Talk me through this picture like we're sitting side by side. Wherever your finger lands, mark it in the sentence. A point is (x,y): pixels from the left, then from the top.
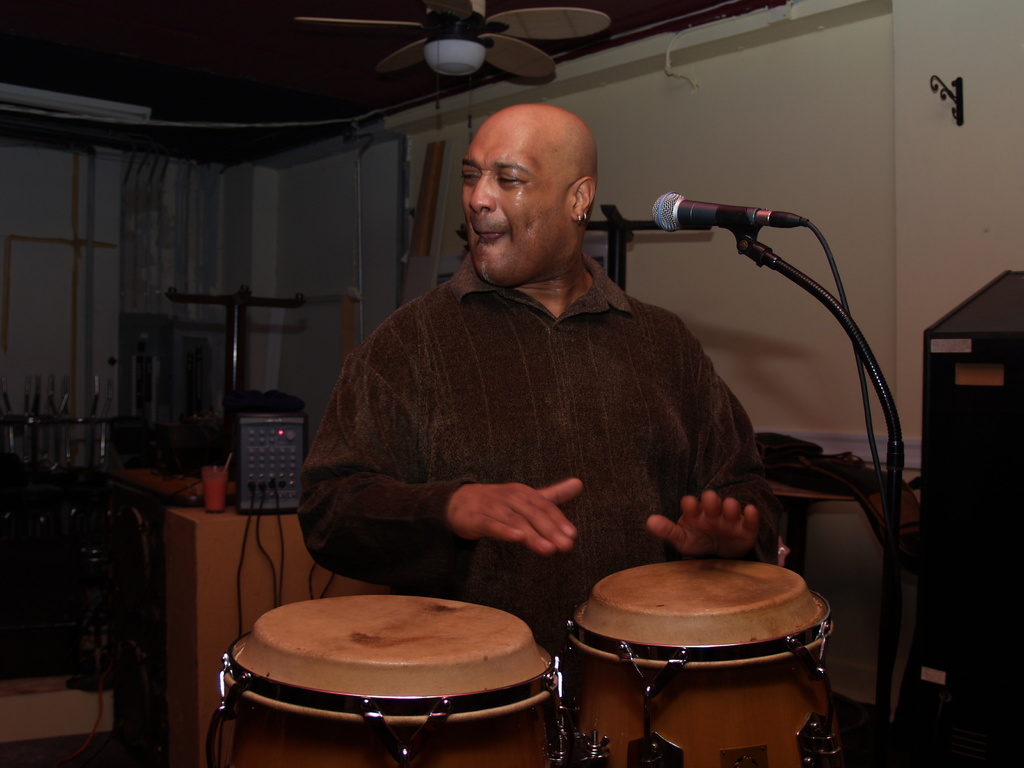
In the image we can see there is a man (560,323) who is standing and he is playing drums (456,633).
